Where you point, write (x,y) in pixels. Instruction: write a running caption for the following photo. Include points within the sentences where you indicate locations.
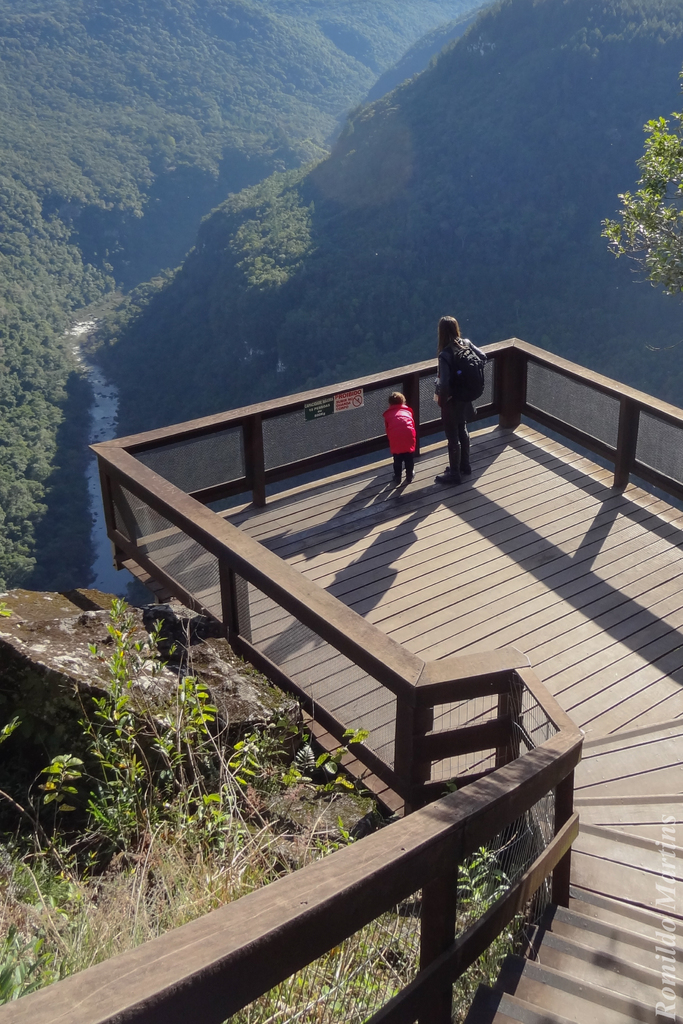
In this image there are two people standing on the wooden platform (446,601). To the right side of the image (642,830) there are staircase (641,818). There is railing (372,667). In the background of the image (30,29) there are mountains (264,36), trees (201,156). There is river (72,330).
